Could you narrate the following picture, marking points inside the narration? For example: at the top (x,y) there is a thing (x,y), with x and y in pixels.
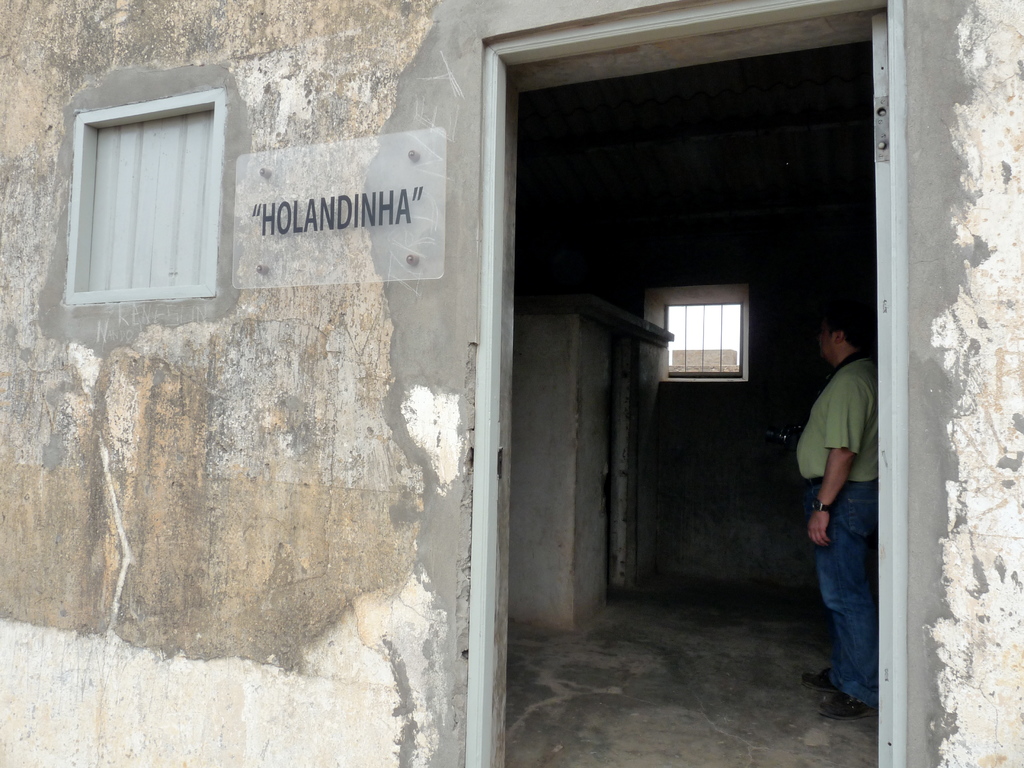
On the left side (317,159), there is a name board (392,194) attached to the wall (330,82) of a building (244,46) which is having windows (178,118). On the right side (869,619), there is a person (835,531) in a t-shirt (811,438), standing on the floor (749,721) of a room (553,556). In the background (750,331), there is a dark wall (763,341).
